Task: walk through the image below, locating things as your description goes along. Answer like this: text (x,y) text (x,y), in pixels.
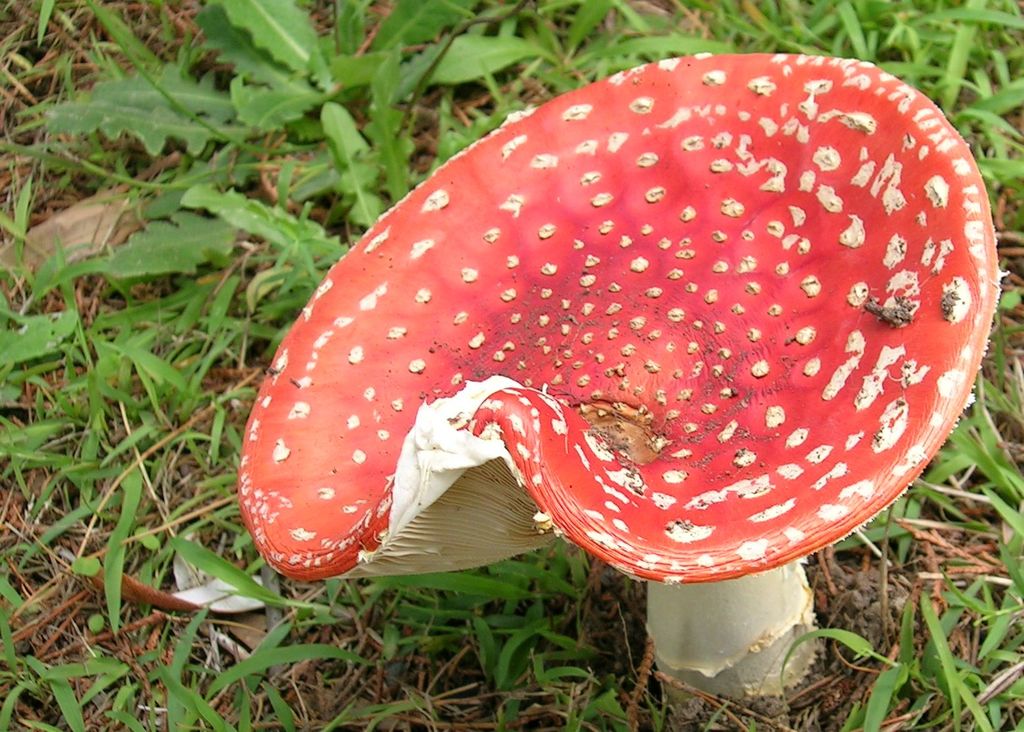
This is one of the species in mushrooms (890,404), which is called as fly agaric (517,362). These are the small plants (174,197). This is the grass (199,557).
